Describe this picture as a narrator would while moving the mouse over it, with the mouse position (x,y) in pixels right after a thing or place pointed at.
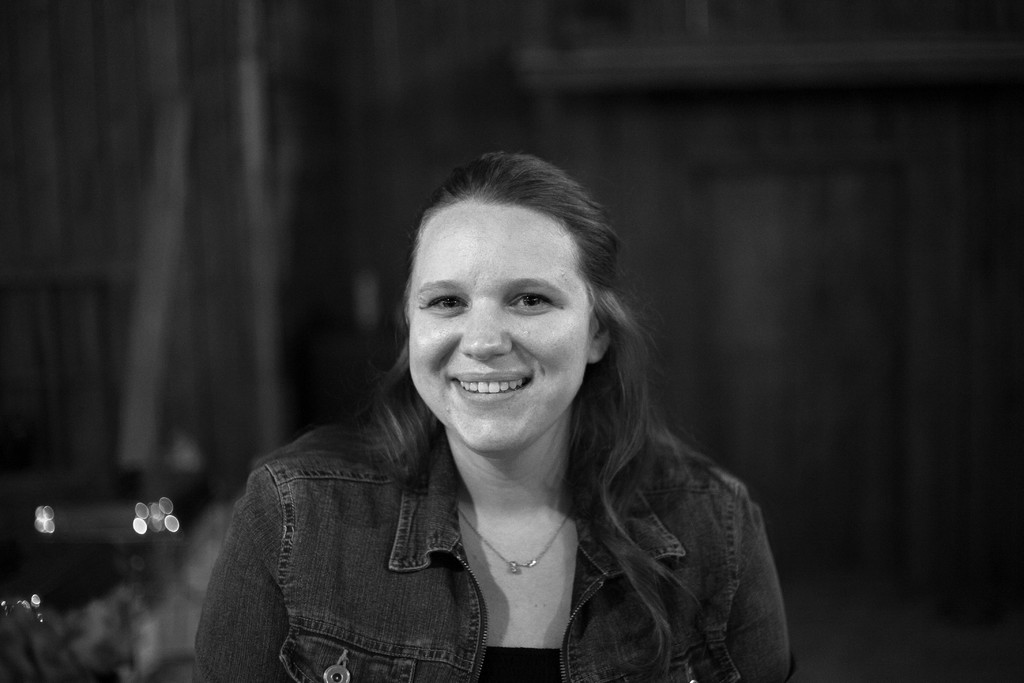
In this image I see a woman (368,431) who is smiling and I see that she is wearing a locket (488,541) on her neck (508,498) and it is dark in the background (641,228) and I see that this is a black and white image.
